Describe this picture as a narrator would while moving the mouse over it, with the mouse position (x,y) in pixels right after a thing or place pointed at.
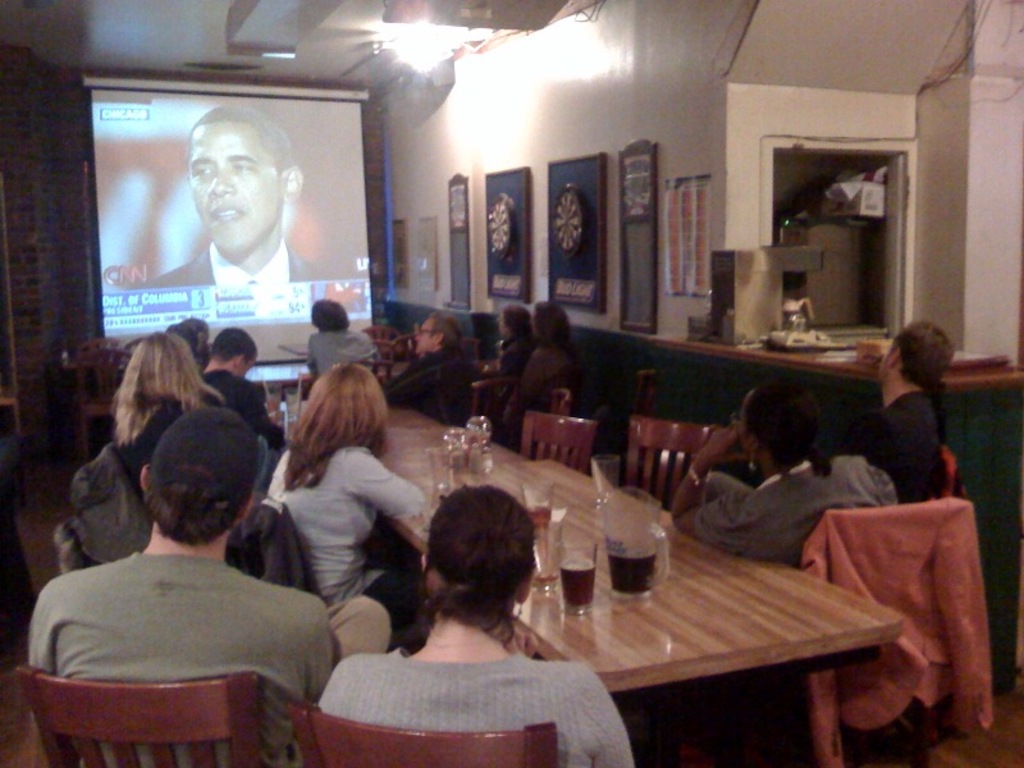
Here we can see all the persons (328,518) sitting on chairs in front of a table (661,610) and on the table (695,622) we can see glass jars (627,547) with drink (643,568) in it. here we can see a screen (344,209) Where we can see frames (630,262) and poster (689,277) over a wall (717,230).
